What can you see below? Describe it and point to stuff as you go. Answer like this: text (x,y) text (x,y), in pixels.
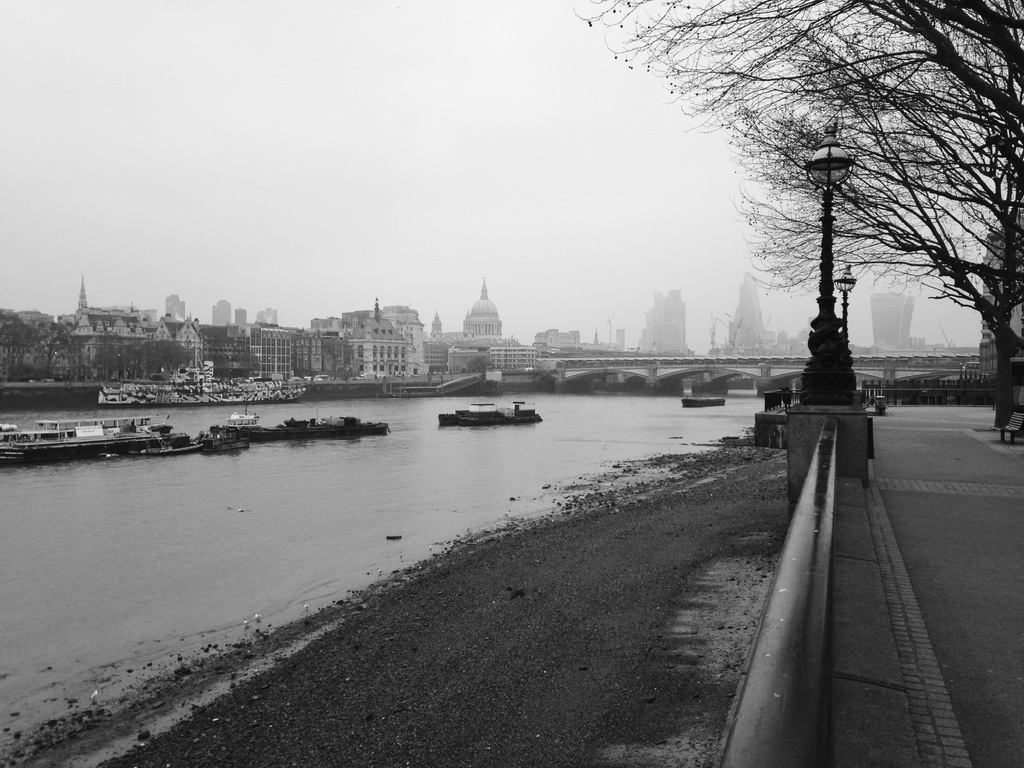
This is a black and white picture. In this picture we can see a few boats (332,431) in the water (240,457). We can see the streetlights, tree (1009,290) and a bench (1016,418) is visible on the path (998,440) on the right side (998,440). There are a few buildings (876,337) visible in the background (494,362). We can see the sky (874,258) on top of the picture (448,88).
